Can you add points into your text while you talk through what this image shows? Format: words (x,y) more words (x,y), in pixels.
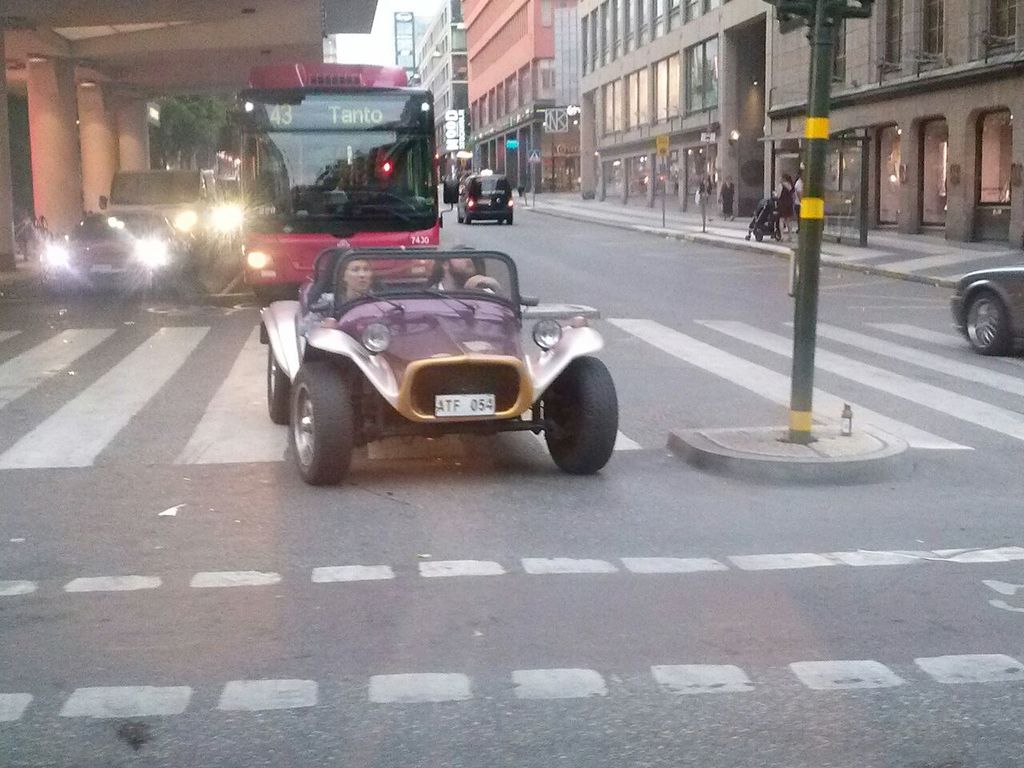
In the image we can see there are many vehicles (423,312) on the road (565,260), this is a road (565,260) and white lines (112,415) on the road (138,394). There are many buildings (783,82), this is a pole (801,245), tree (188,111) and a sky (385,56).
